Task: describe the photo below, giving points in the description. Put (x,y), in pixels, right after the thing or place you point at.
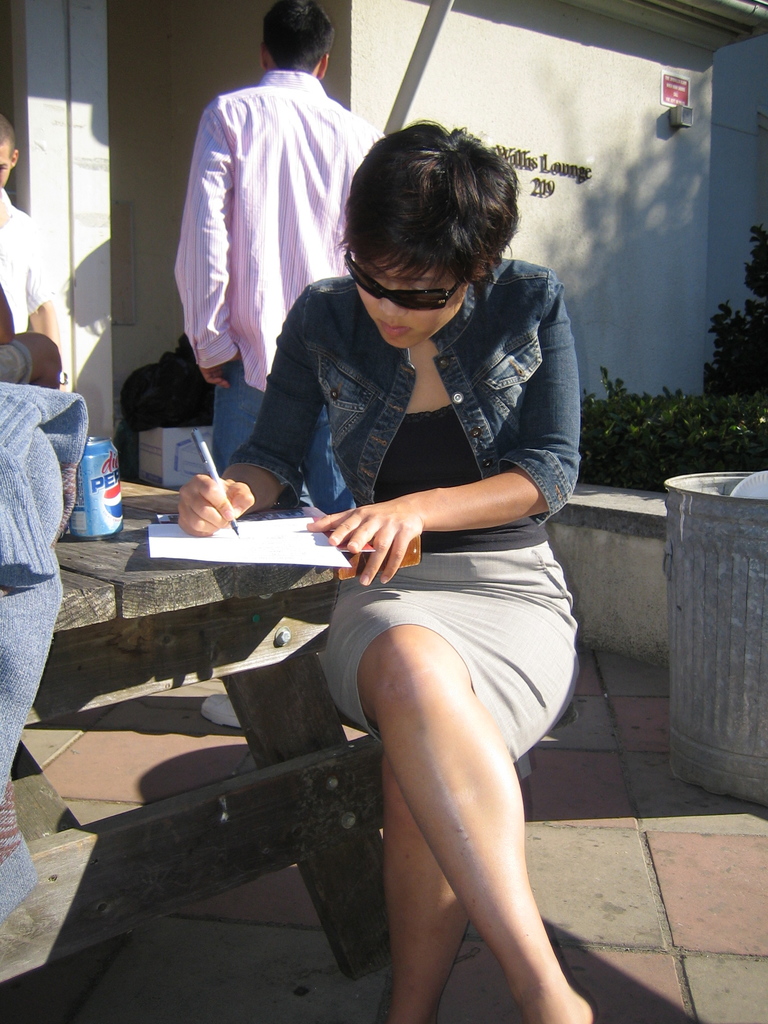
In this image there is woman (405,663) sitting on bench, in front of her there is a table (152,605), on that table (171,566) there is a paper (222,547), tin (112,505) and coat (51,441), in the background (244,207) there are two persons (281,176) and a house (712,91), on the right (709,529) there is a dustbin (747,646).
